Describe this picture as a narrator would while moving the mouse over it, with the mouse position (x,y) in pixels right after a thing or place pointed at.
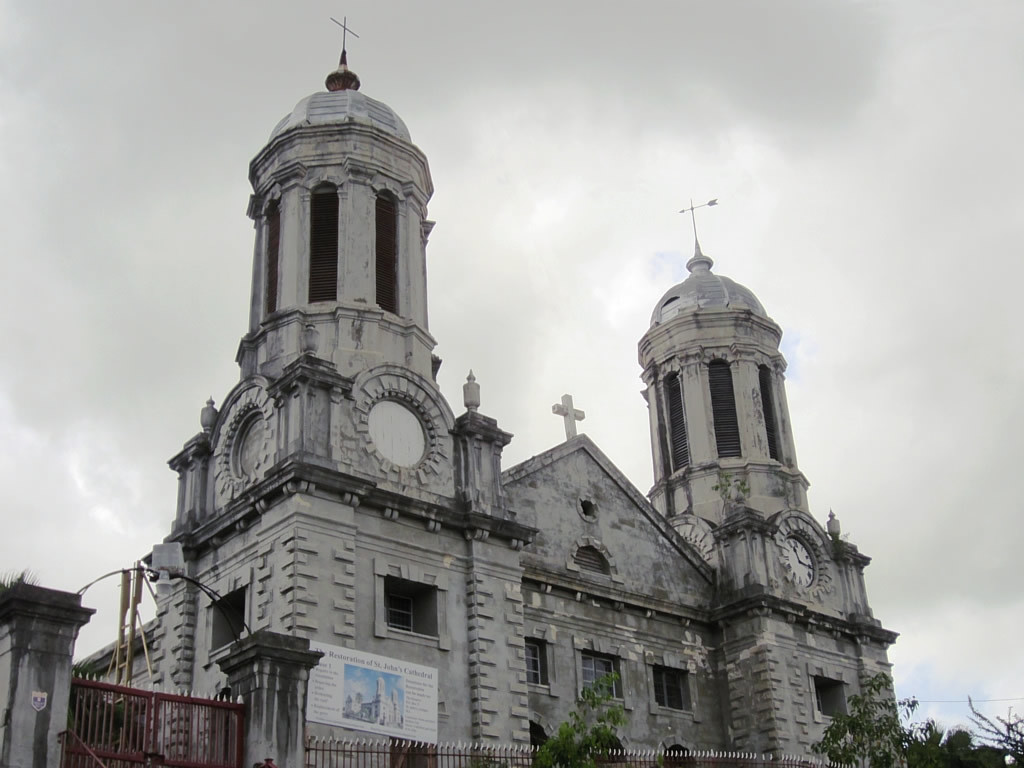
In this picture, we see a church (415,462). At the bottom of the picture (238,745), we see a gate (148,714) and beside that, we see a railing (661,757). In the right bottom of the picture (881,722), there are trees (980,753). At the top of the picture (604,145), we see the sky (436,210).
